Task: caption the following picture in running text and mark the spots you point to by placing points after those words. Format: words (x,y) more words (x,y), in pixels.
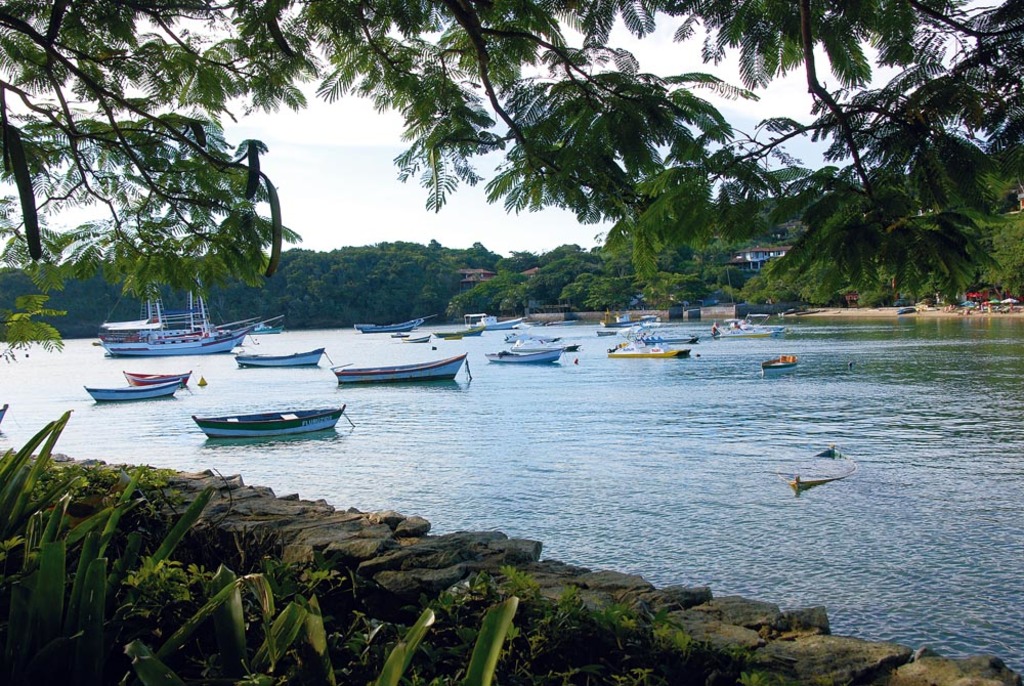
There are plants (258,603) and stones boundary (317,529) at the bottom side (295,568) and there are boats (146,338) and ships (161,328) on the water surface (768,340). There are trees (616,265), houses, umbrellas (967,296) and sky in the background area (468,220).
